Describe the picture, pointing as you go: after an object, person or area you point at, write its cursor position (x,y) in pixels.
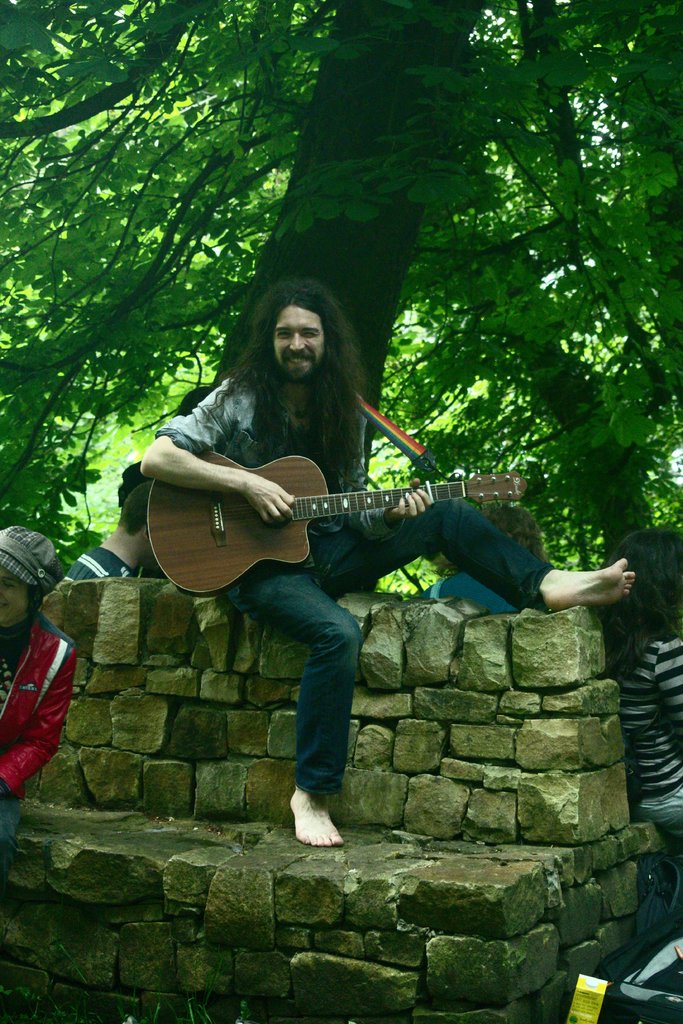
The person (308,617) wearing blue jeans (288,604) is sitting on a stone wall (443,679) and playing guitar (226,527) and there are also group of people (126,501) around him and a green tree (339,267) behind him.
